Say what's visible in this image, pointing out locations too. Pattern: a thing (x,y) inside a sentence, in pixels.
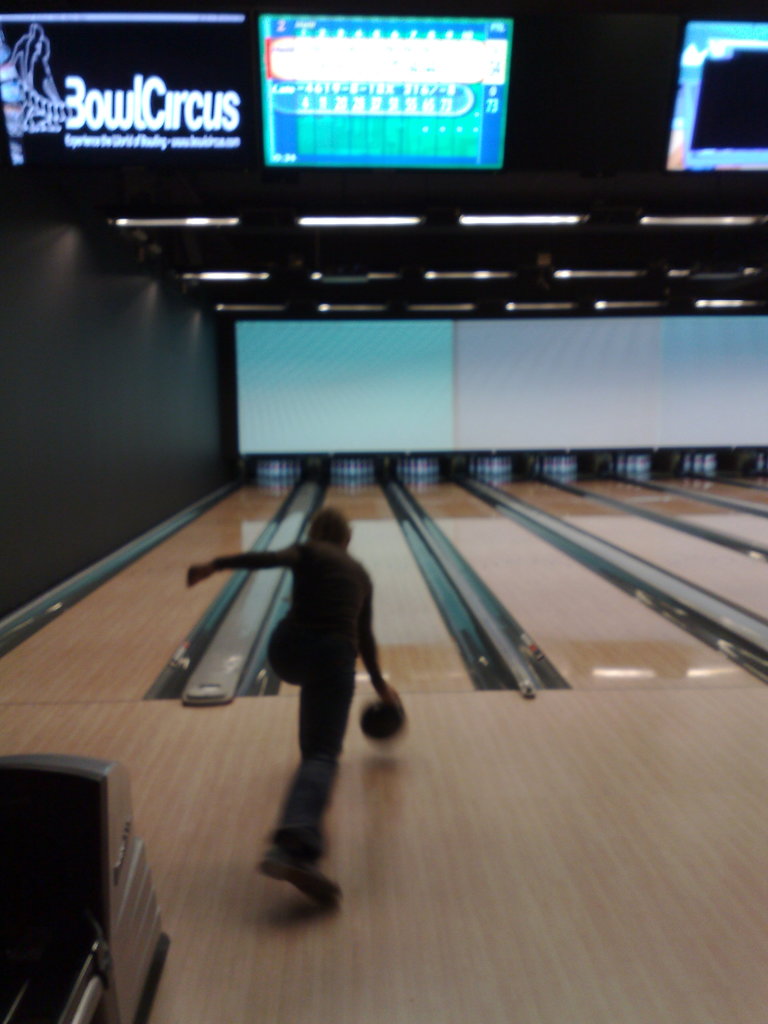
In this image a person (363,631) is playing bowling, there are bowling pins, lights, boards (69,103) with some text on it, also we can see ball stand (75,802), and a wooden floor (446,725).
